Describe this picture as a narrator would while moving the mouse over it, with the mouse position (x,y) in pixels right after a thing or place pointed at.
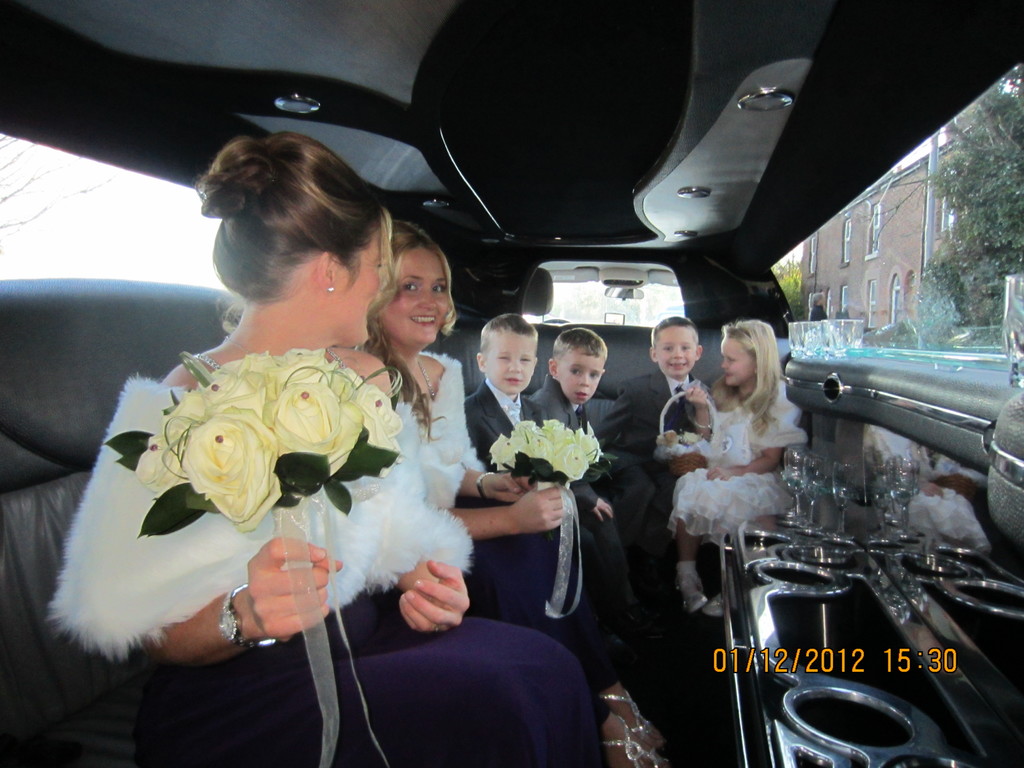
In this image I can see there are two women (431,446) and four kids (544,407) sitting in a car (1017,505), there are few wine glasses (898,510) at right side (814,461), there is a building (866,269) and a tree (985,238) visible from the window (967,239).
